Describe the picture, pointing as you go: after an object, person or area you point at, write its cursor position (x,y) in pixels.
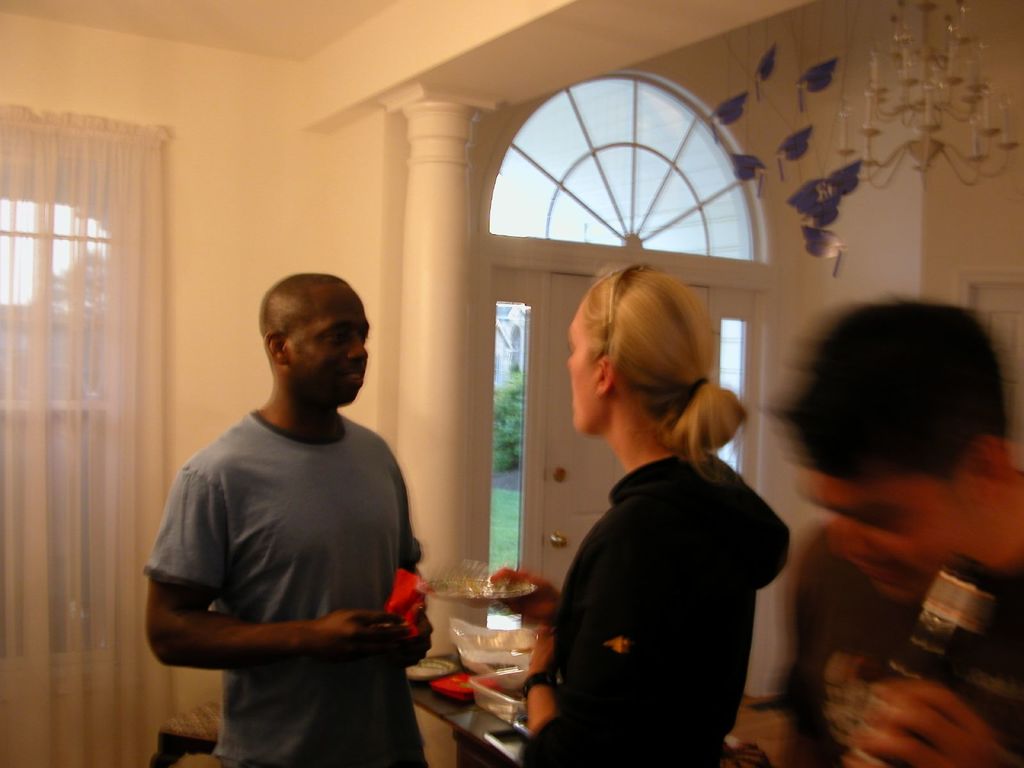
In this picture there is a man (312,354) who is wearing t-shirt (373,708). He is standing near to the woman (687,503) who is wearing goggle (618,287) and black hoodie (671,612). On the right (904,740) there is a man (936,702) who is holding a bottle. On the table (501,706) we can see tray (474,678), plates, jar (477,637), red box (474,690) and other objects (505,673). Here we can see door (579,475) which is near to the pillar (436,440). On the top right corner (940,118) there is a chandelier (859,121). Through the window (524,425) we can see plants (508,447) and grass (506,509). On the left (123,333) we can see a cloth (109,532), window (59,302), sky (25,283) and tree (74,283).
